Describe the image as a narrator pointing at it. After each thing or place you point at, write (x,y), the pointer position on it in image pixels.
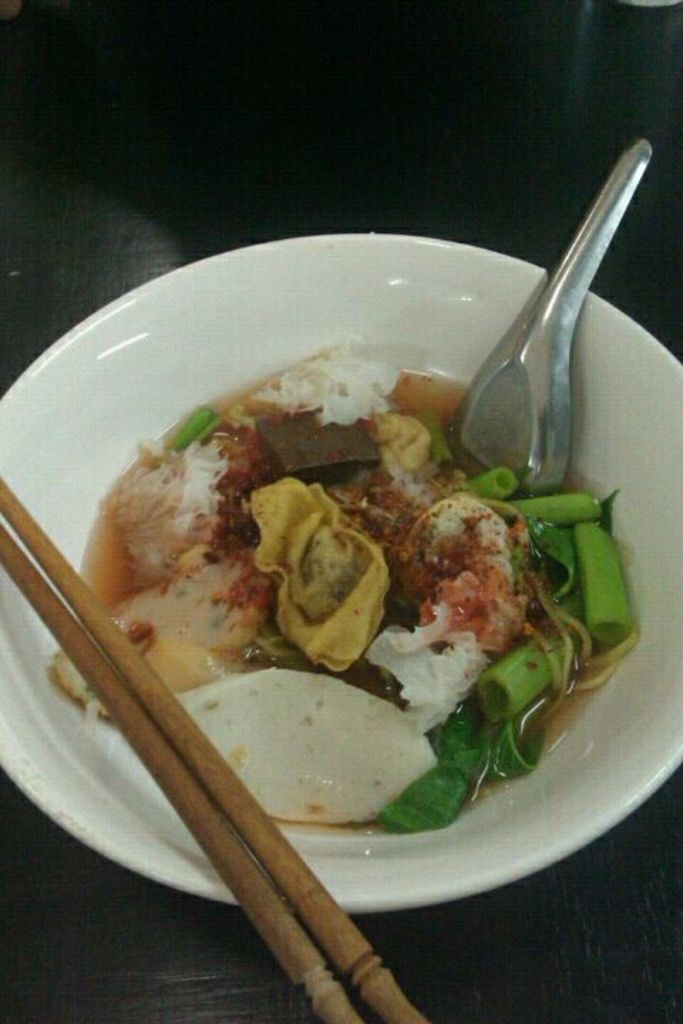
In this image we can see a bowl (354,854) with food (401,594) and a spoon (513,395) in the bowl (642,750) and chopsticks (209,833) on the bowl (56,761).
